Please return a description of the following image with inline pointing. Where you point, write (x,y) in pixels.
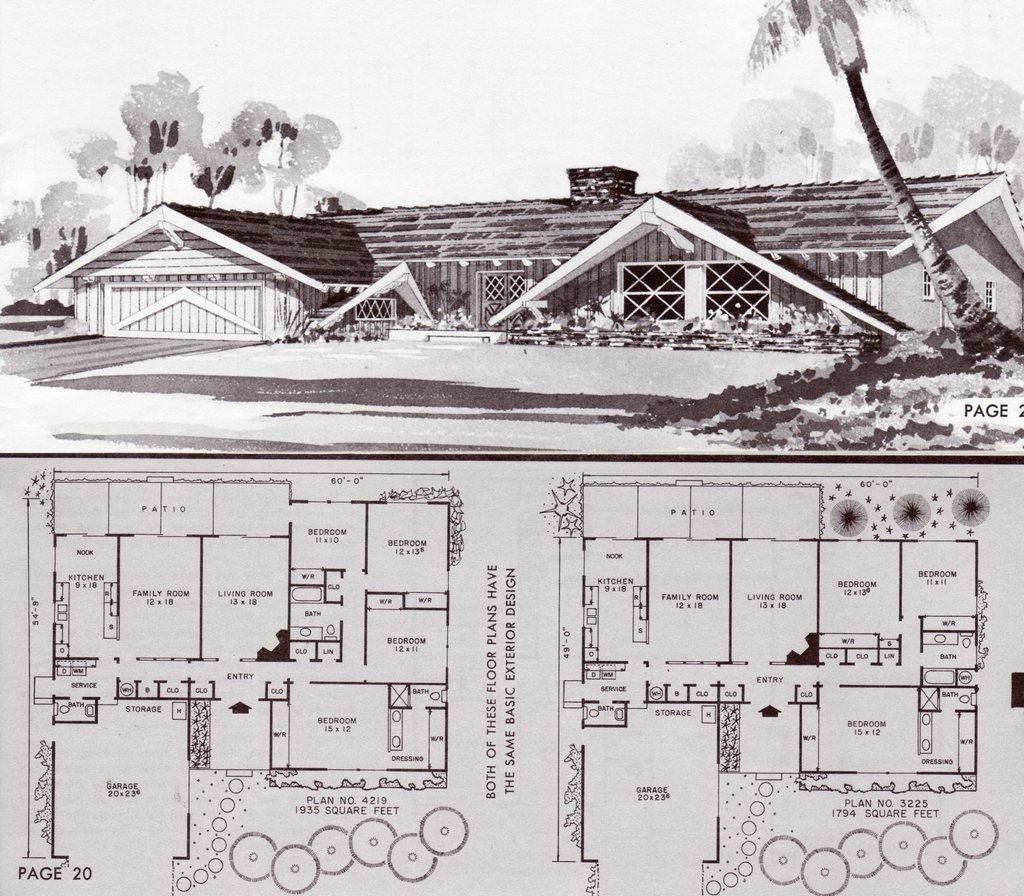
At the top of the image (568,242) it is an edited picture. We can see a house (289,232), trees (125,149), plants (777,330) and sky (592,18). At the bottom of the image (540,782) there are planning of houses (730,609) and something is written on it.
